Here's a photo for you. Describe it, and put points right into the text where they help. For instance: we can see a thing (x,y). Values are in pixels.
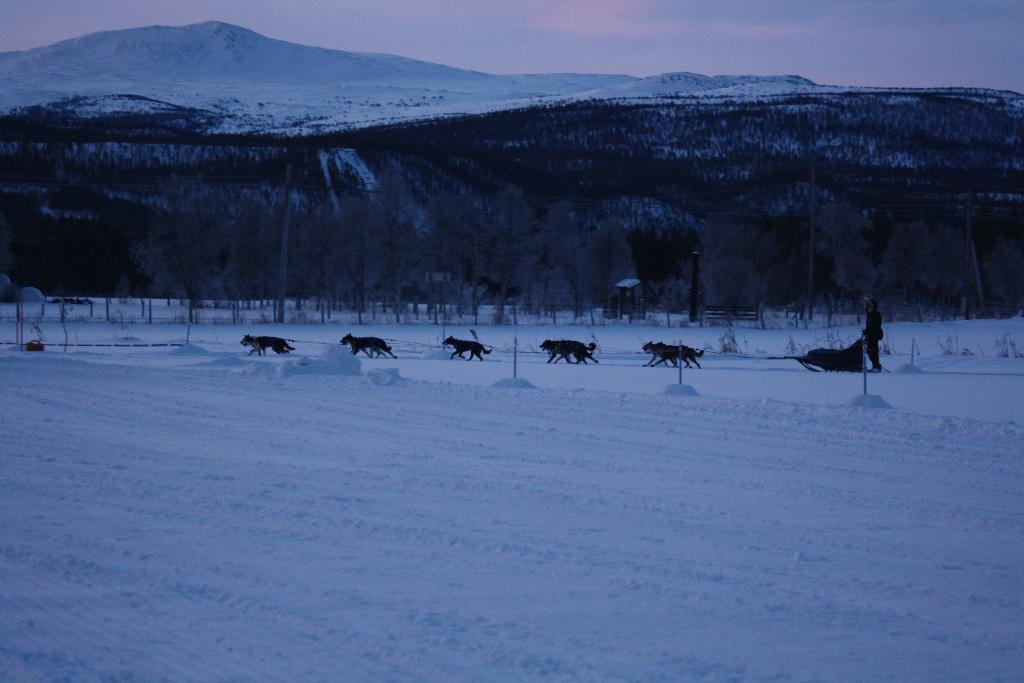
In this image there are animals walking on the snow (420,453). There is also a person (873,327) on the right (870,313). Image also consists of a hill (208,50) and also many trees (578,249). At the top (707,34) there is sky (715,34).
